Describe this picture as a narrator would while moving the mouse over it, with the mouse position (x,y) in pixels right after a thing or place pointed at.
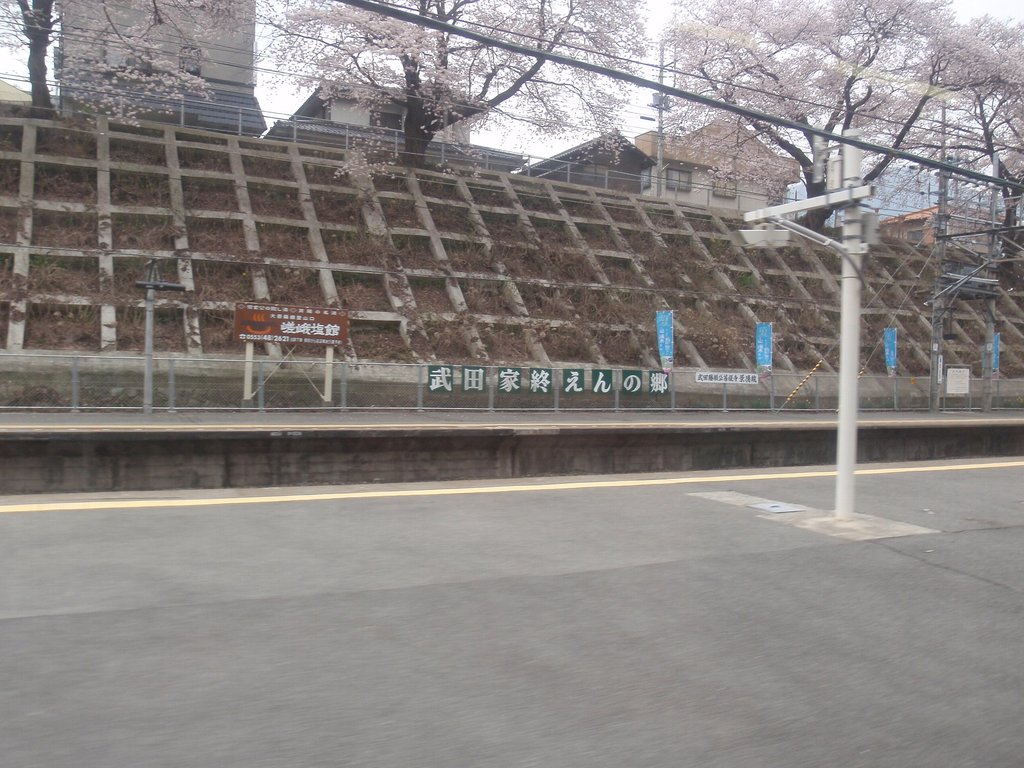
In this picture I can see a pole (796,228) on the right side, in the middle (448,388) I can see the boards (520,379) and an Iron net (387,389). At the top (654,195) there are buildings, trees (723,58) and the sky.
